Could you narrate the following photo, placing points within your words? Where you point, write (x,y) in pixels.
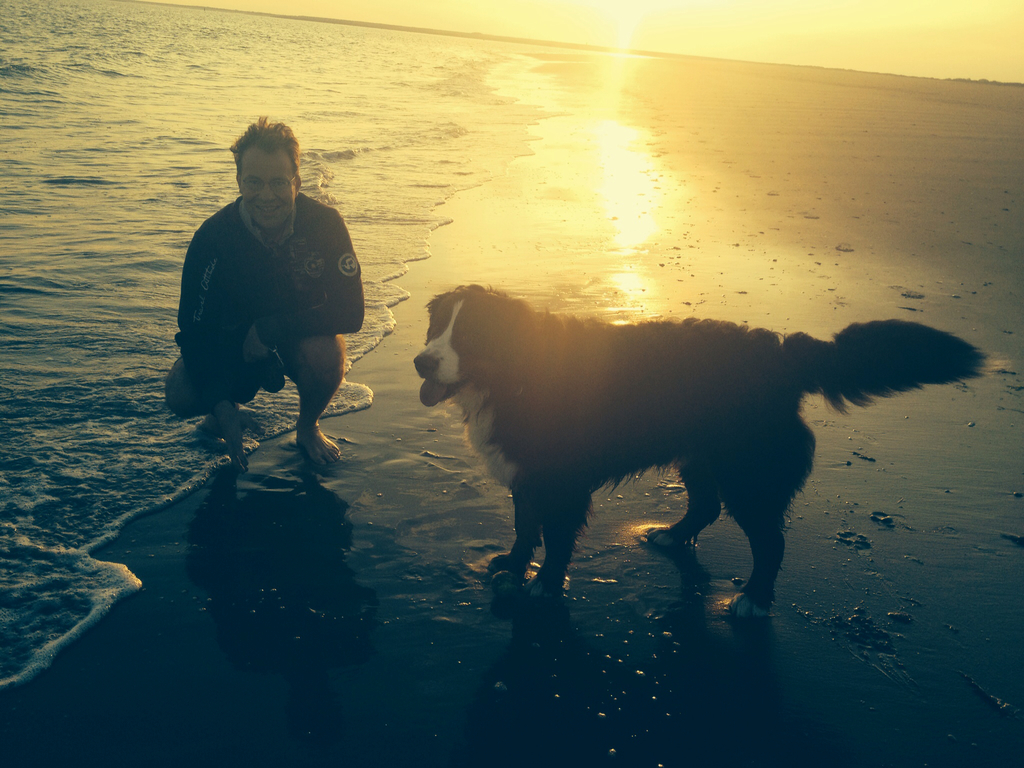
This is a beach (900,474). Here I can see a dog (560,381) and a man (230,248) sitting on the knees (199,403) on the ground (249,454), smiling and giving pose for the picture. On the left side (46,322), I can see the water (91,114). On the top of the image (755,32) I can see the sky (731,32) along with the sun (607,39).
